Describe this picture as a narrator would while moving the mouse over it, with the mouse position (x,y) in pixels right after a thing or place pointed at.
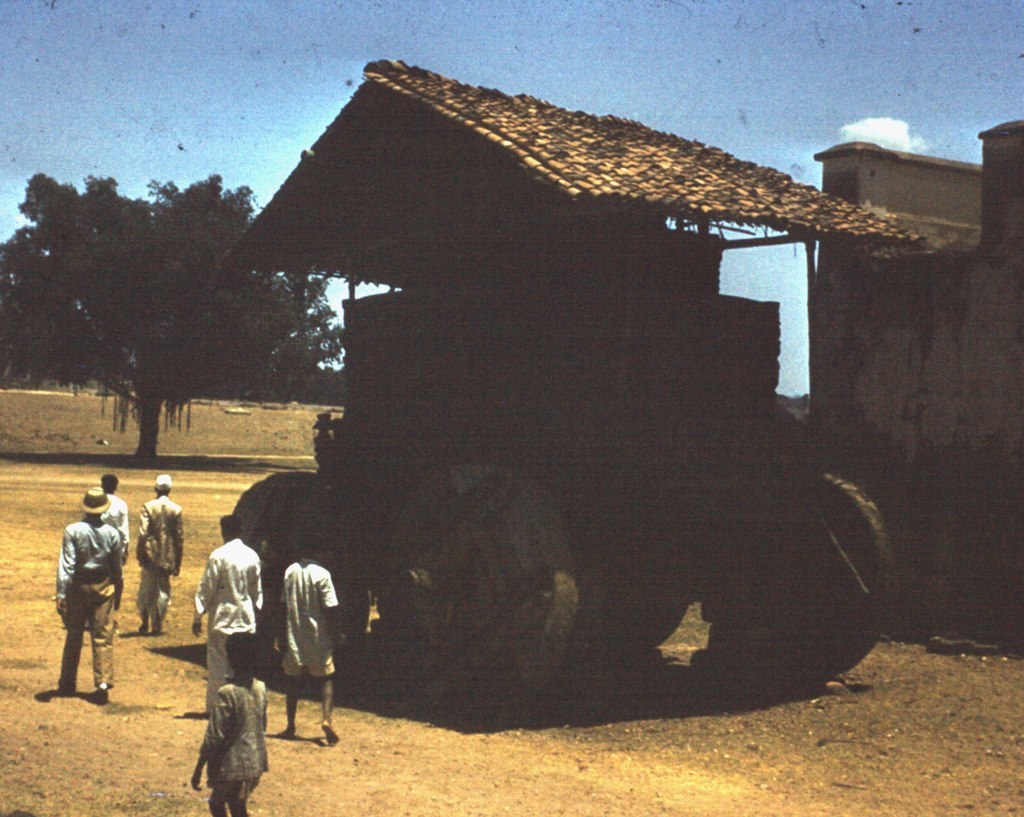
In the center of the image (604,403) we can see one vehicle (725,361), which looks like wooden house (388,198). And we can see a few people (104,527) are walking and they are in different costumes (303,614). In the background (364,61), we can see the sky (728,270), clouds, one building (992,395), one tree (236,306), compound wall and a few other objects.
